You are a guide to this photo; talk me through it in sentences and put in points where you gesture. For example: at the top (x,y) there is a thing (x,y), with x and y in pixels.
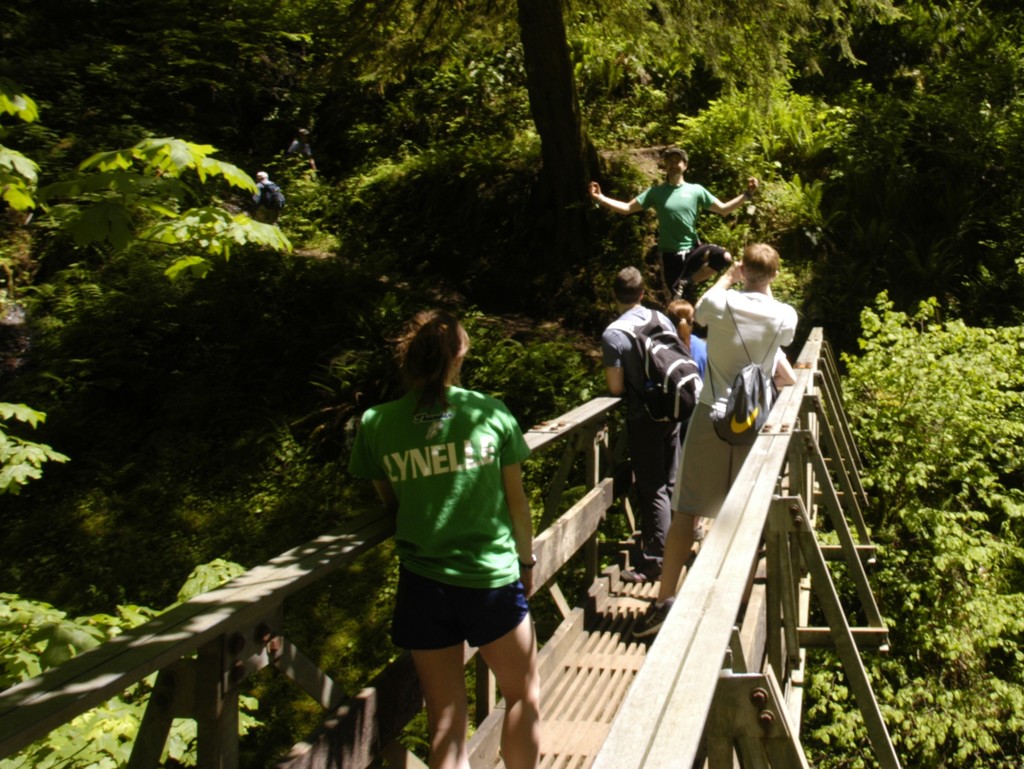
In this image we can see a bridge (605,486). There are people (694,355). Few are wearing bags (687,382). Also there are trees (875,333).
